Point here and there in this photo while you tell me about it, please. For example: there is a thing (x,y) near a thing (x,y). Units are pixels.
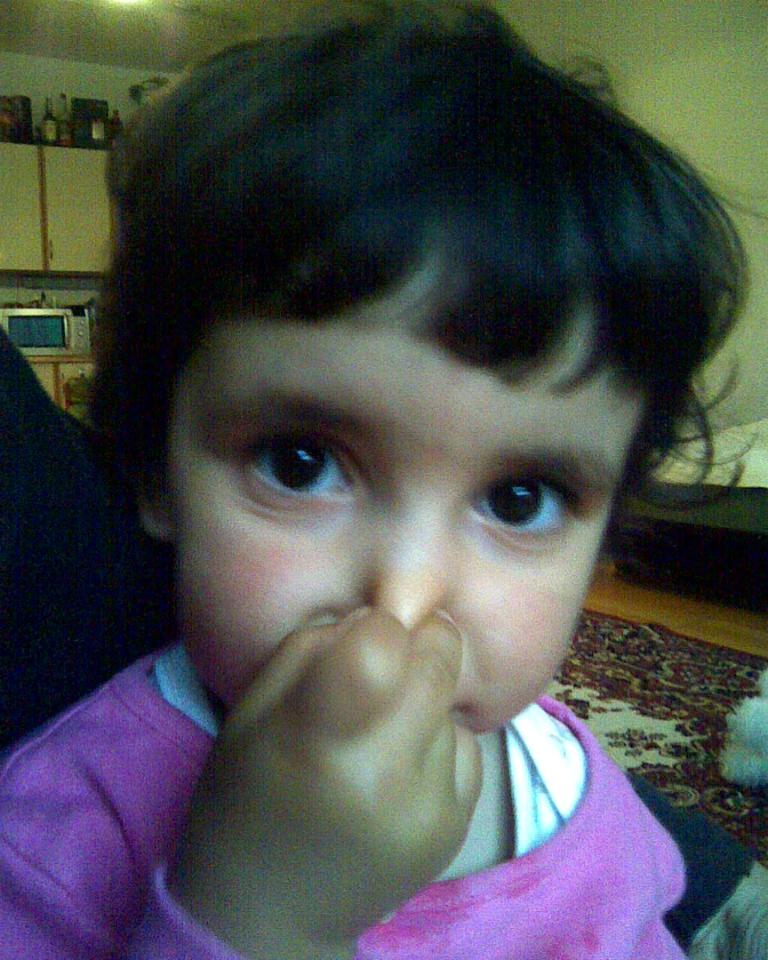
In this image in the foreground (664,318) we can see a child (601,182) pressing the nose (386,571) and the child (386,338) having black hair (174,267).
